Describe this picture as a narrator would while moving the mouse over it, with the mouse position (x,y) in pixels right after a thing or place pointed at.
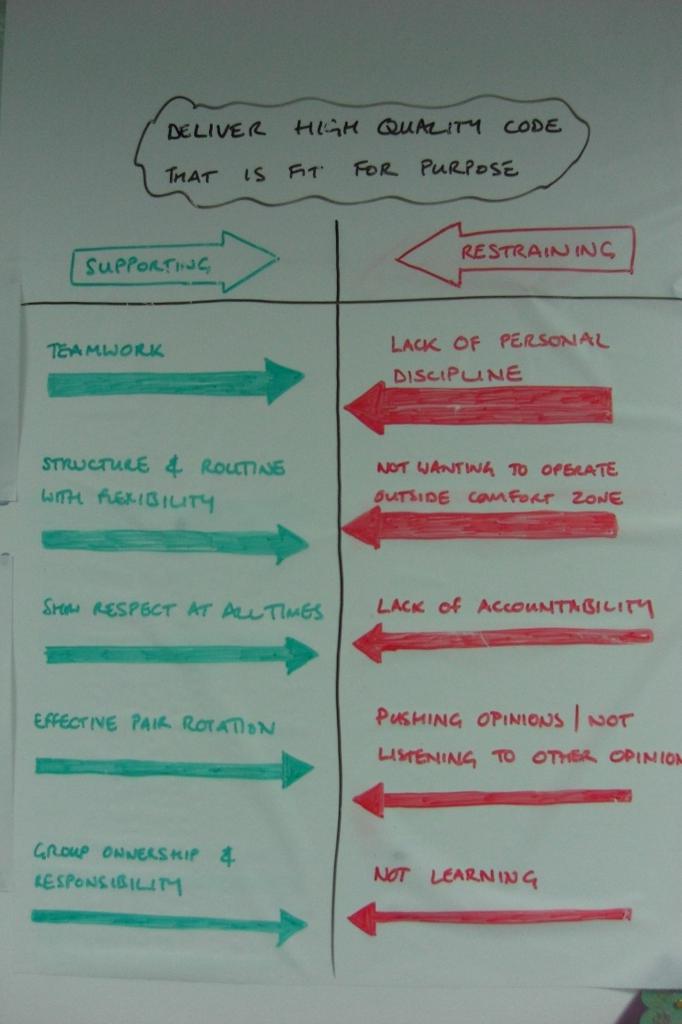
In the picture there is a paper (176,576), on the paper (494,450) there is some text (448,127) present.
